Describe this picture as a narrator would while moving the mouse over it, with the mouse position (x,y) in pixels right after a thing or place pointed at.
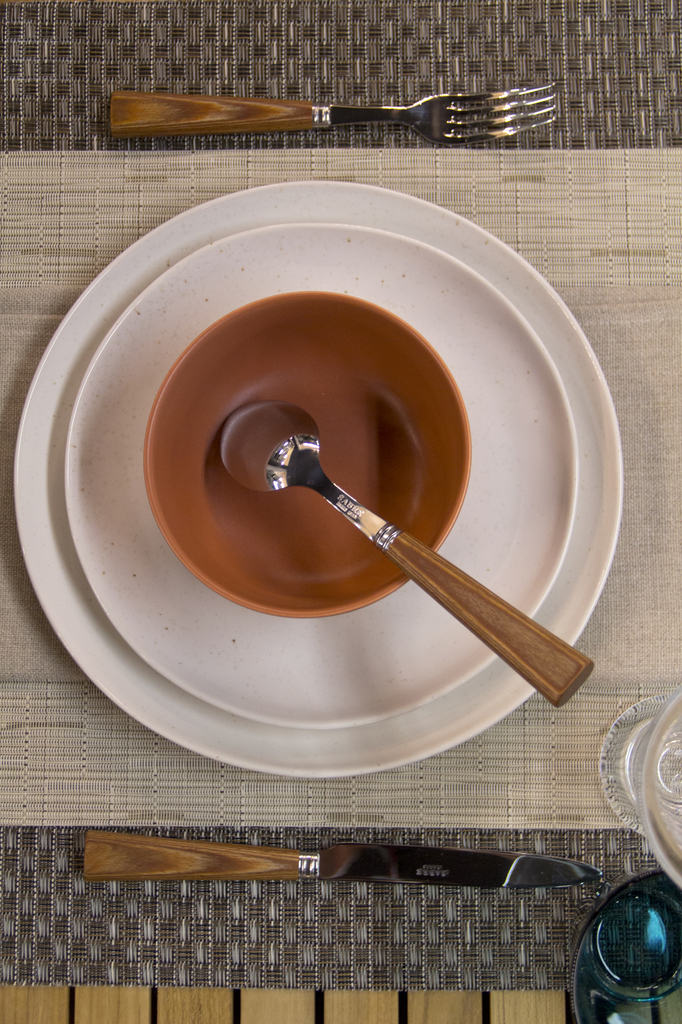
In this image we can see a spoon (387,547) in a bowl (206,395) in the plates (104,294), knife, fork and glasses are on a platform (454,50).
